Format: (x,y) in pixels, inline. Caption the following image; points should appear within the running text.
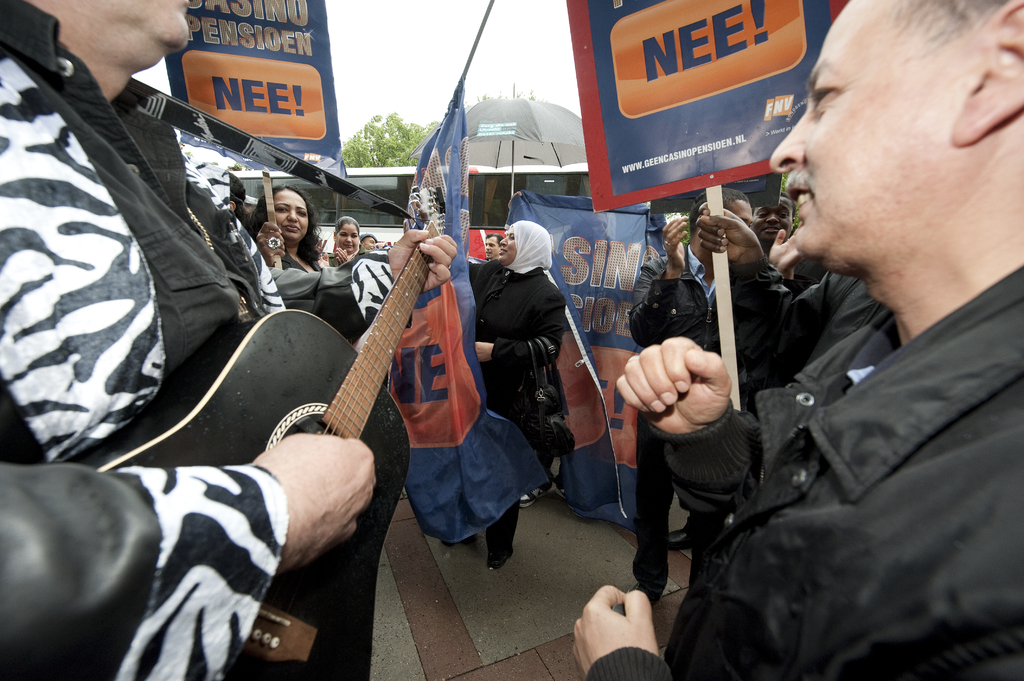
The person (194,327) in the left (193,326) is holding a guitar (220,337) in his hand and there are group of people (480,278) who are wearing black dress (690,318) are holding a board (727,304) in their hands (681,263) which are blue in color and something written on it and there are also buses (498,191) in background (500,191).
